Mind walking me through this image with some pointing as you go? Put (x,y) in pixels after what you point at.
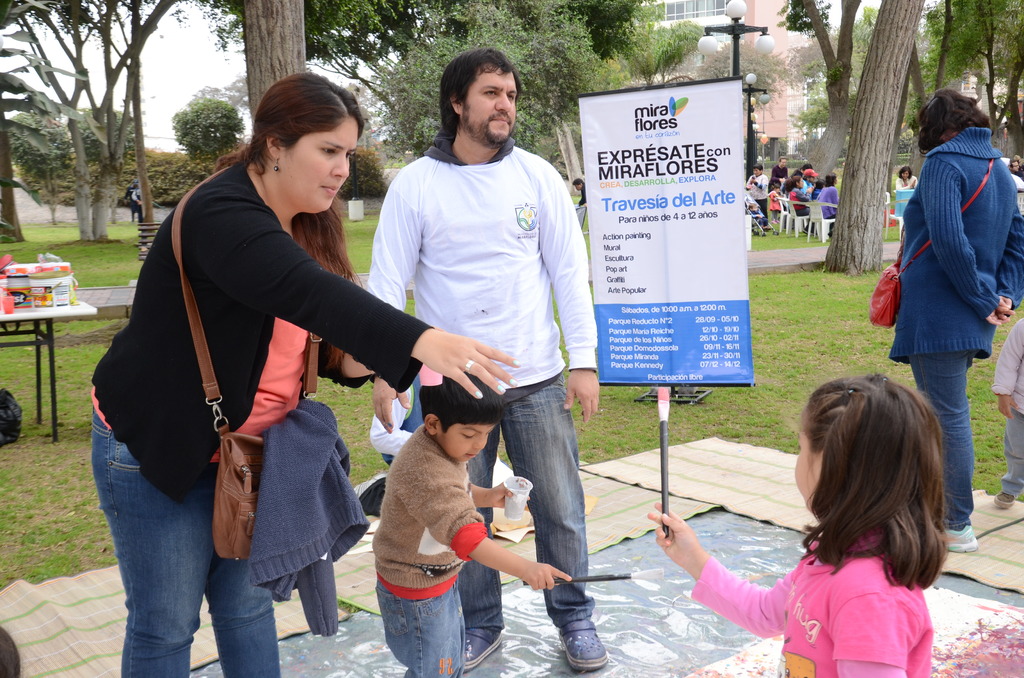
In this picture there is a woman (215,349) who is wearing black t-shirt (215,327), bag (240,549), jacket (278,554) and jeans (164,570). Beside her there is a man (524,373) who is wearing t-shirt (519,320), jeans (542,421) and shoes (486,637). At the bottom (450,540) there is a boy (439,476) who is holding a glass (510,485). In the bottom right (890,484) there is a girl (870,485) who is holding a brush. On the right (1002,256) there is a woman (946,95) who is wearing the sweater (950,297), shoe (955,534) and bag (882,290). She is standing near to the boy (1017,385). On the left (54,293) i can see the plastic covers (44,264) and other objects (26,296) on the table (47,329). Beside the table (42,316) i can see a black bag (16,425). In the back (751,165) i can see the group of persons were sitting on the chair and some people (779,169) were standing near to the street lights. In the background (48,119) i can see the trees (233,109), plants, grass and building (803,109). In the top left (173,93) there is a sky (153,74).
